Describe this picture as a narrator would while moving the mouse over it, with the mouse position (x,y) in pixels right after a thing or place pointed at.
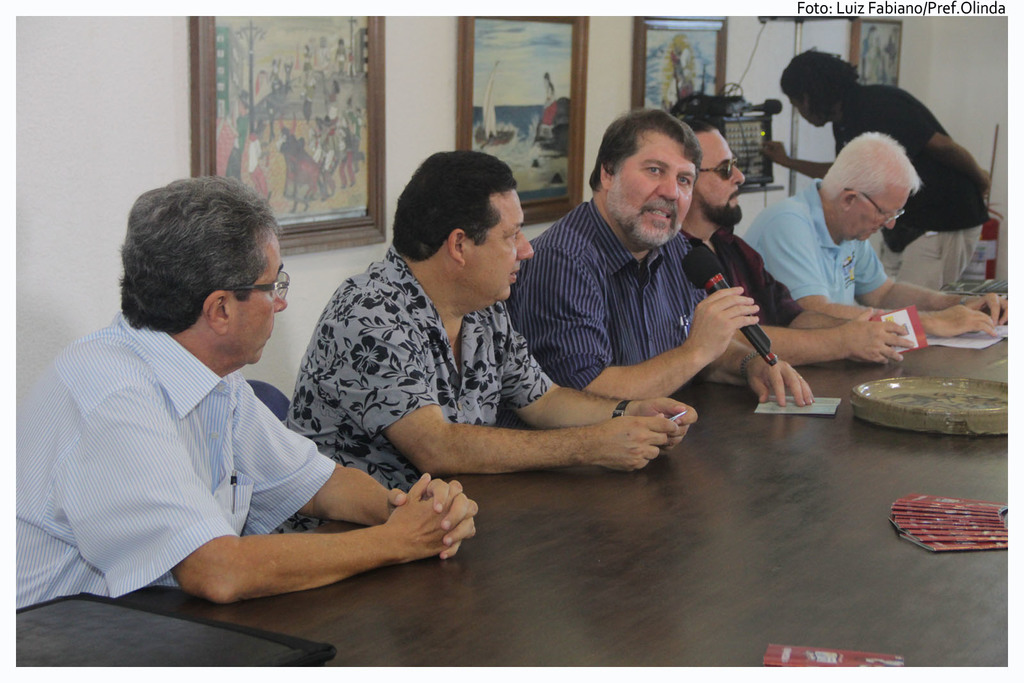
In this image I can see the group of people (502,283) with different color dresses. I can see one person (907,253) standing and holding an electronic gadget (742,161). I can see one person (708,321) holding the mic (700,268) and there are some objects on the table (668,552). In the background (733,74) I can see some frames (681,88) to the wall (432,88).
